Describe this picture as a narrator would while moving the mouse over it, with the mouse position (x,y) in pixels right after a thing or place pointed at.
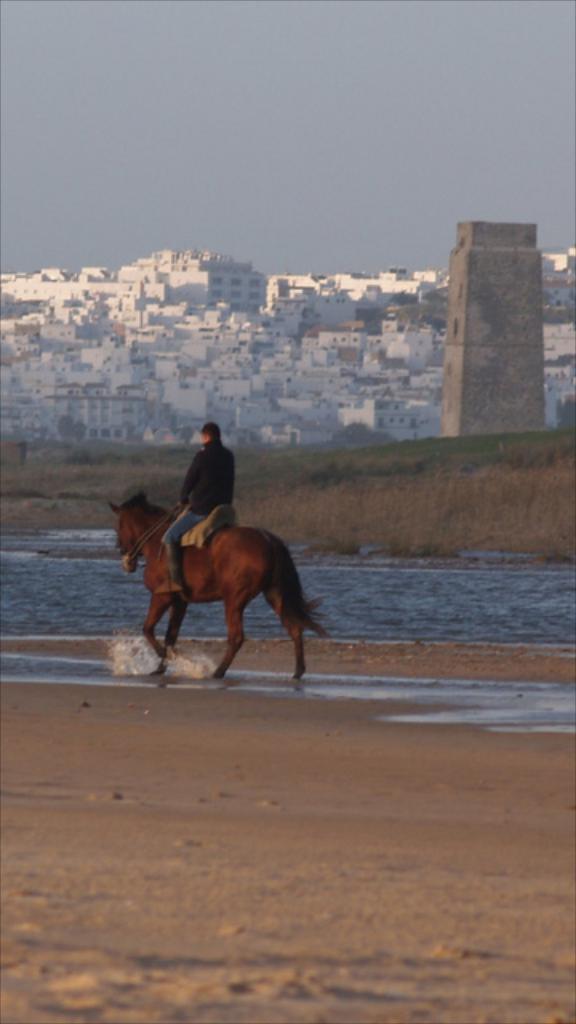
On the left side (112,481), there is a person (217,450) riding a horse (159,572) on a wetland (324,701). In the background (68,608), there is water (516,582), there are a tower (498,313) and buildings (38,281) on a mountain (371,307) and there is sky (433,79).
